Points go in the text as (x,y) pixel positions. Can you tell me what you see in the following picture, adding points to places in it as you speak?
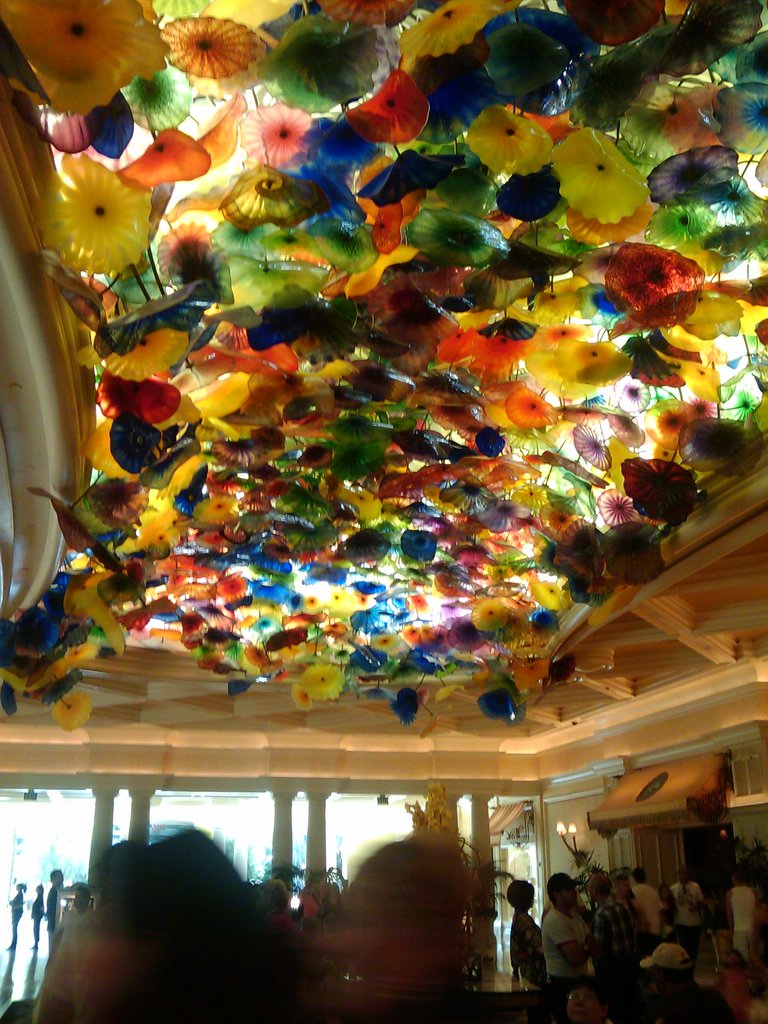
In this picture we can see some people (346,937) standing in the hall (295,938). On the top ceiling (227,506) we can see some colorful objects (455,624).
